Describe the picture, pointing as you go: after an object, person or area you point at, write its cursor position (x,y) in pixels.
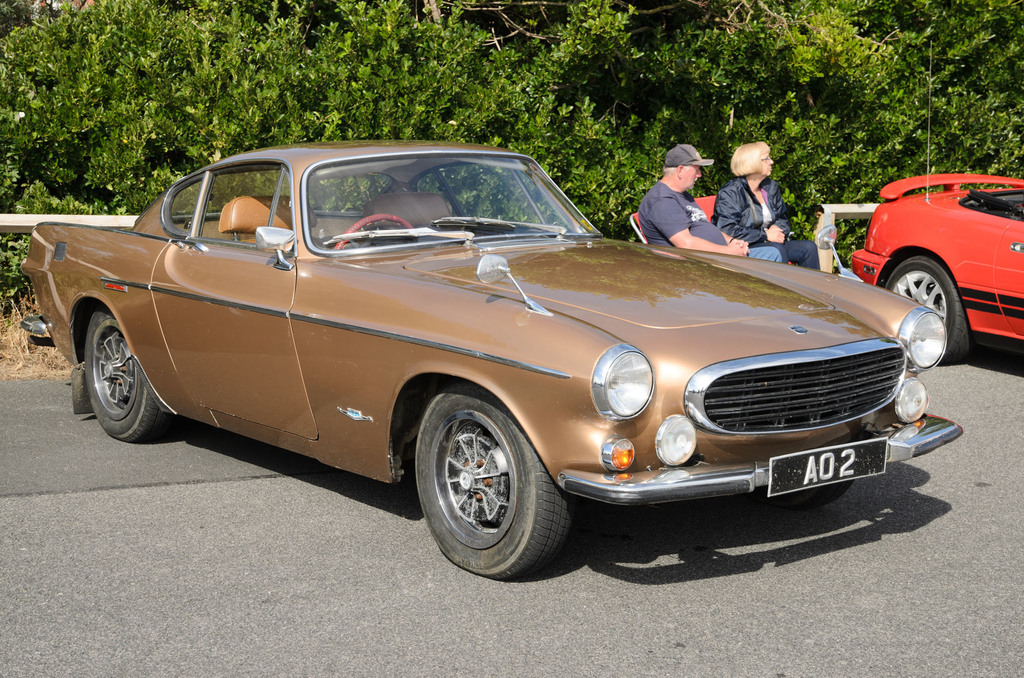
In this image I can see car (363,268) which is brown color, at right (695,225) I can see two persons (684,196) sitting. The person (777,207) at right (770,207) wearing black blazer (747,203) and the person (688,208) at left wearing black shirt (673,212). I can also see a red color car (945,212), at the background (502,75) trees (498,72) are in green color.
